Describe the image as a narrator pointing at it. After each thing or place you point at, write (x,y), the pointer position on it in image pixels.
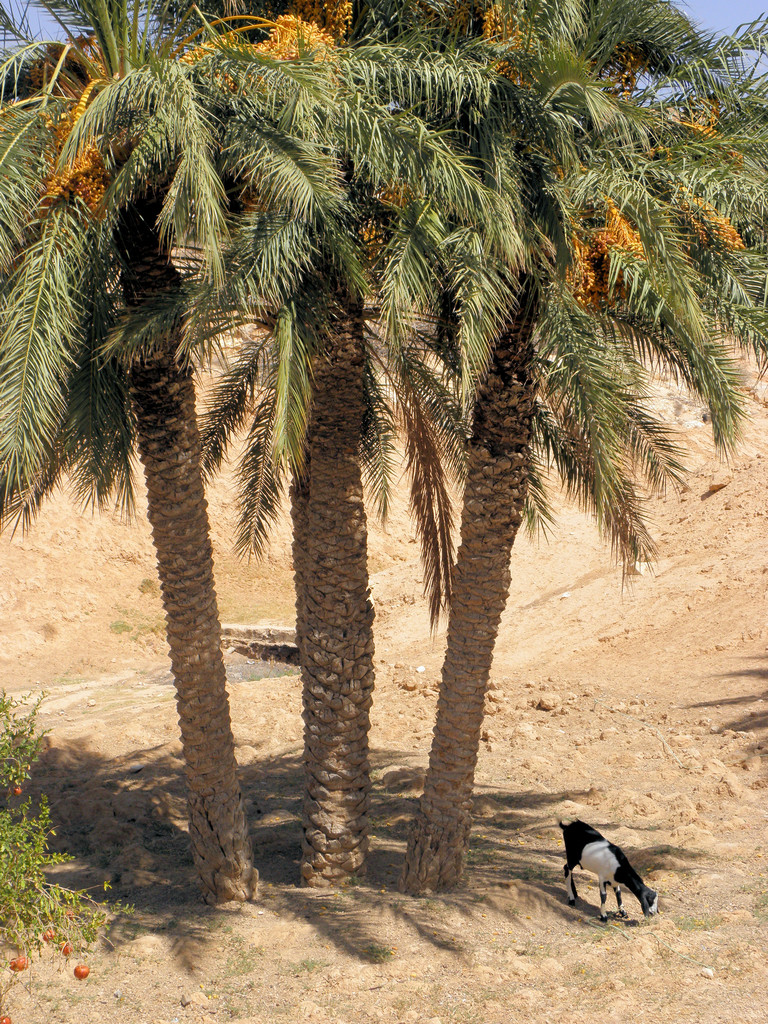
In the foreground of this image (347,656), there are trees (352,755). On the left (19,873), there is a tree (19,902). We can also see a goat (594,867) on the land (426,954) and at the top (708,10), there is the sky (717,8).
